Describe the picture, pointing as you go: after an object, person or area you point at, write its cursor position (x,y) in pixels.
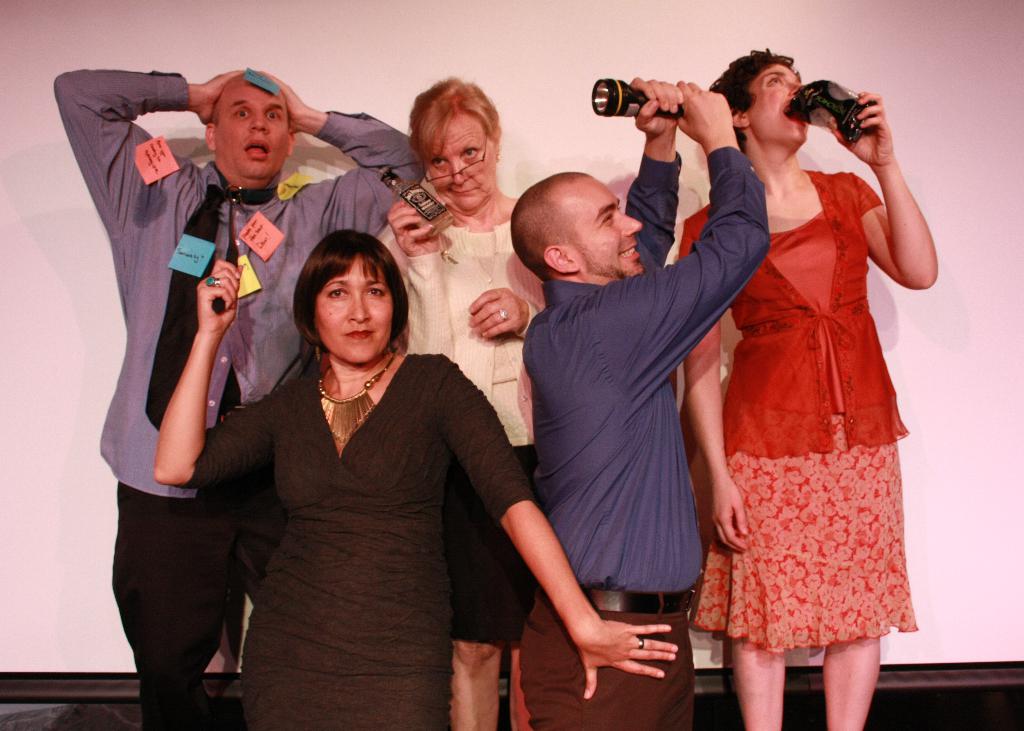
In this picture there are group of people (745,266) standing and holding the objects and there is a person (121,131) standing and holding the head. At the back (404,69) there is a screen (985,234).
